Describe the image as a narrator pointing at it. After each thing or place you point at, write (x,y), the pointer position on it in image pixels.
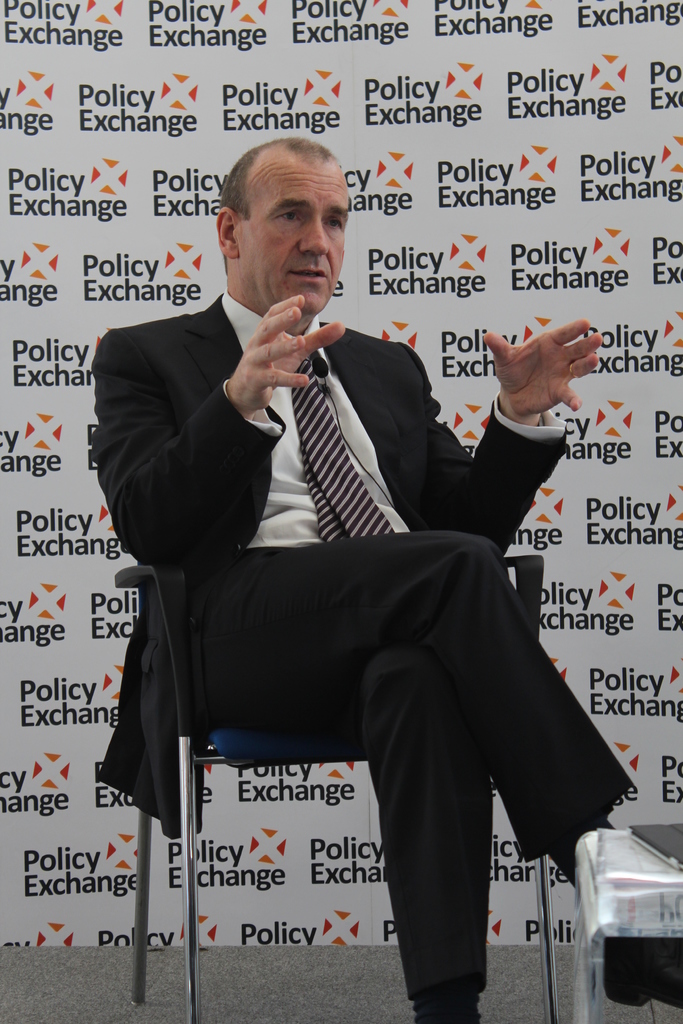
Here in this picture we can see a person (294,383) in a black colored suit (160,383) sitting on a chair (186,719) and behind him we can see a banner (140,18) present and we can see he is speaking something in the microphone (319,371) present with him and in front of him we can see a table (637,843), on which we can see a book (673,851) present.
